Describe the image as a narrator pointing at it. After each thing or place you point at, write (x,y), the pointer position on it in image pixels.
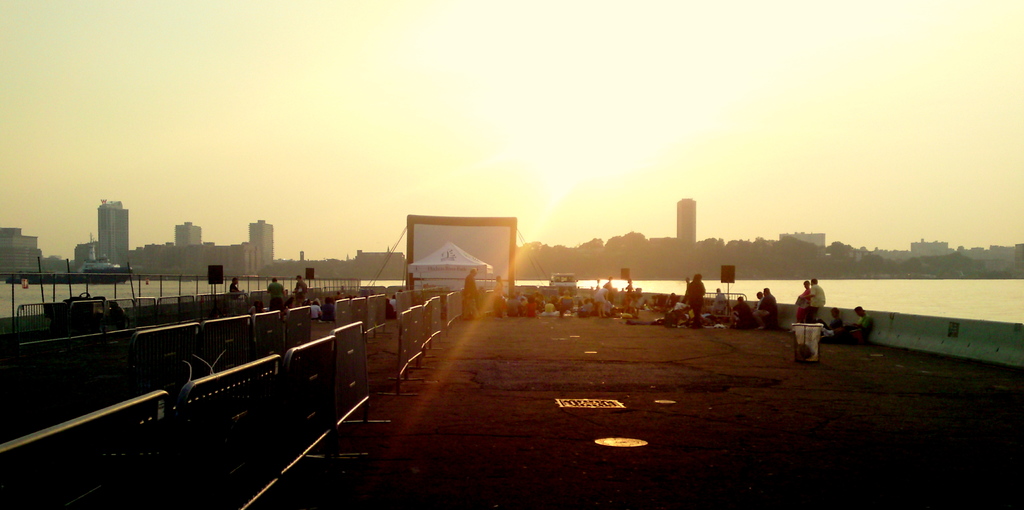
In this picture we can see fence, a dustbin (817,339) and group of people (759,326), few people (677,303) are seated and few are standing, in the background (593,243) we can see a tent (437,252), few trees (642,249) and buildings (269,253), and also we can see a ship (62,275) on the water (120,290).
